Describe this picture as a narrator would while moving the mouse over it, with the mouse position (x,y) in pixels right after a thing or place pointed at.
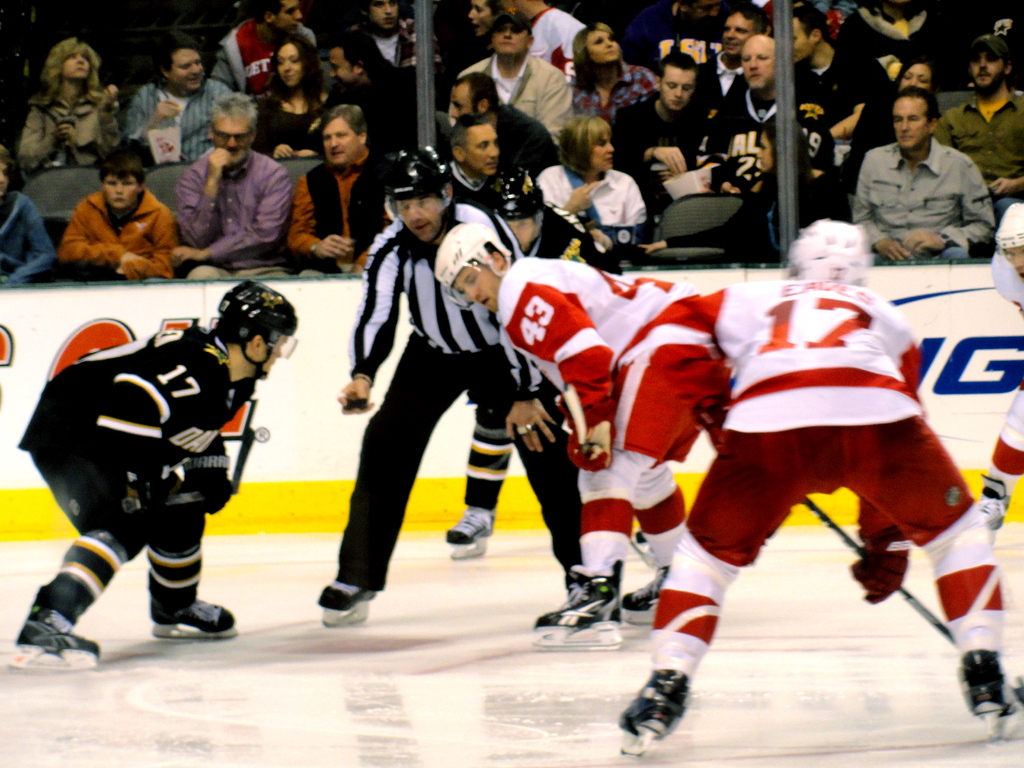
In this image I can see group of people (710,375) playing game. In front (798,431) the person (760,429) is wearing white and red color dress (802,469) and holding a stick (900,590). Background (950,222) I can see few persons (555,191) sitting and I can see the board (345,306) in white and yellow color.
